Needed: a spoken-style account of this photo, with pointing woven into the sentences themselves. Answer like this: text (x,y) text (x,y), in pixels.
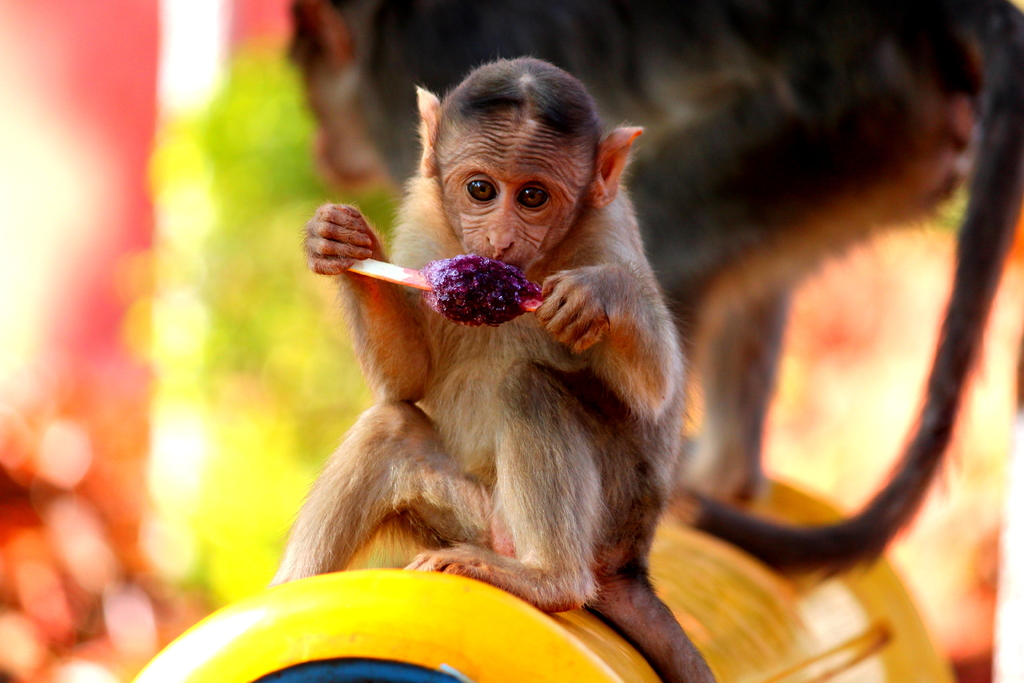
In this image there is a monkey (494,534) sitting and eating an ice gola (428,274), and in the background (551,2) there is another monkey (370,120).
